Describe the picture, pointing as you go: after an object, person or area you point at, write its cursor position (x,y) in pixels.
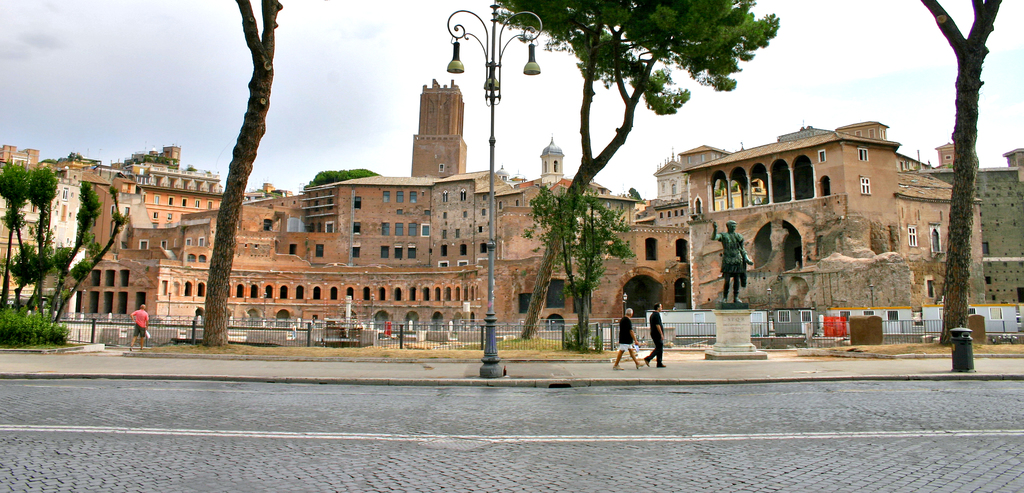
In this image we can see some buildings (472,243), trees (603,221), sculpture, people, fence (635,328), poles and other objects (799,309). In the background of the image (284,123) there is the sky (565,90). At the bottom of the image (574,411) there is the road (412,439).
